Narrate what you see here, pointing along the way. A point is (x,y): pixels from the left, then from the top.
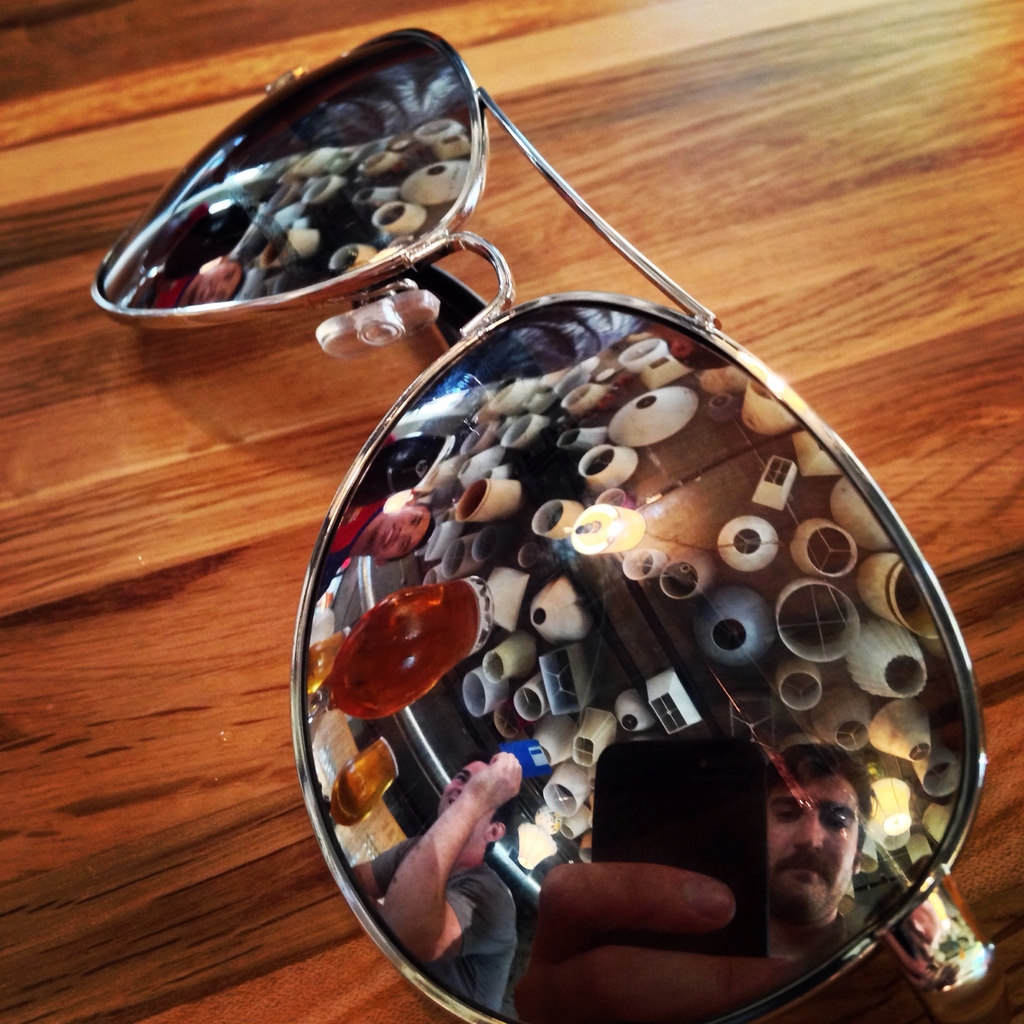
This picture is of inside the room (725,334). In the center (604,429) we can see the sun glasses (393,335) placed on the top of the table (893,300) and we can see the reflection (701,486) of a man (817,876) holding a mobile phone (697,814), lamps (601,548), glasses (393,662) containing drinks (367,679) and two other persons (374,550).
